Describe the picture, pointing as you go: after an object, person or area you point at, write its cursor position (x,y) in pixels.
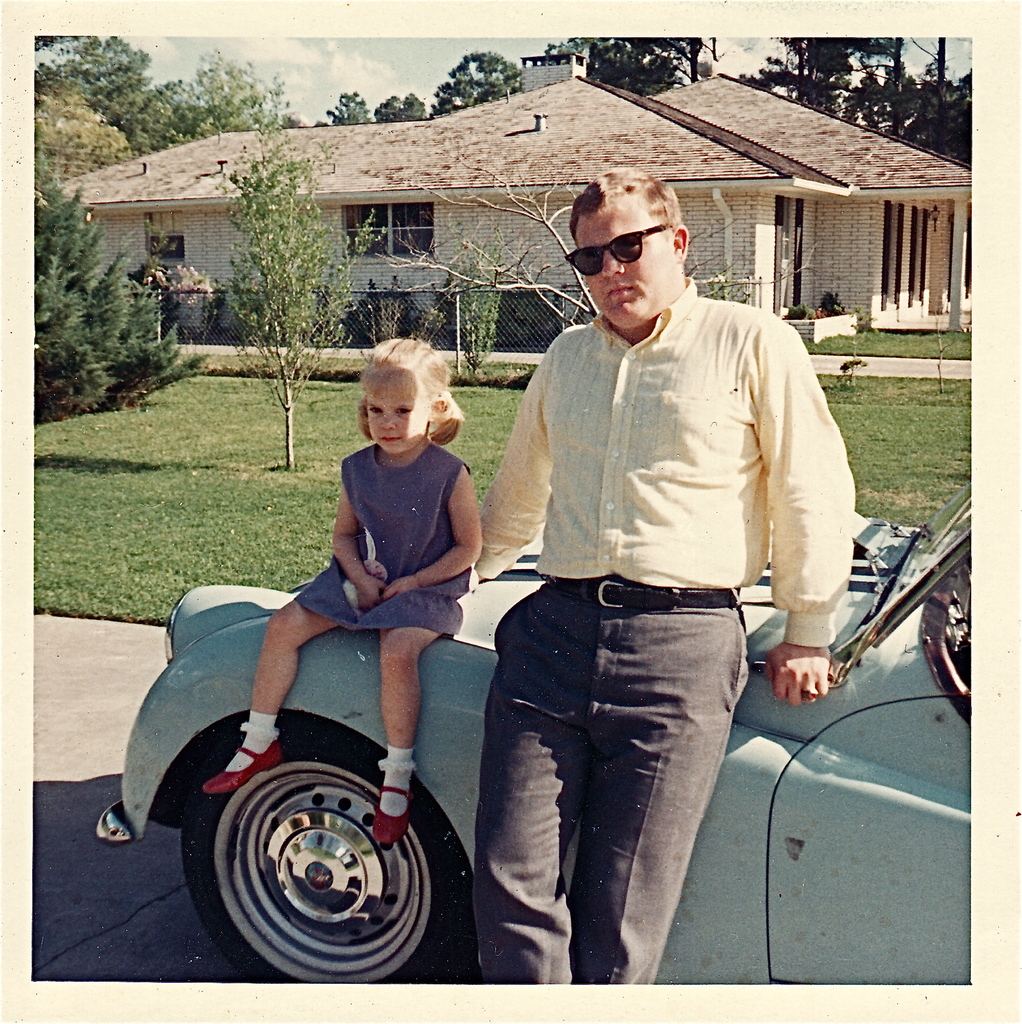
In this image there is a road (138,900). There is a car (944,829). There are two people (571,692). There is grass (181,524). There are plants (87,379). There is a house (853,276). There are trees (354,108) in the background (346,96). There are clouds (363,96) in the sky (383,96).
